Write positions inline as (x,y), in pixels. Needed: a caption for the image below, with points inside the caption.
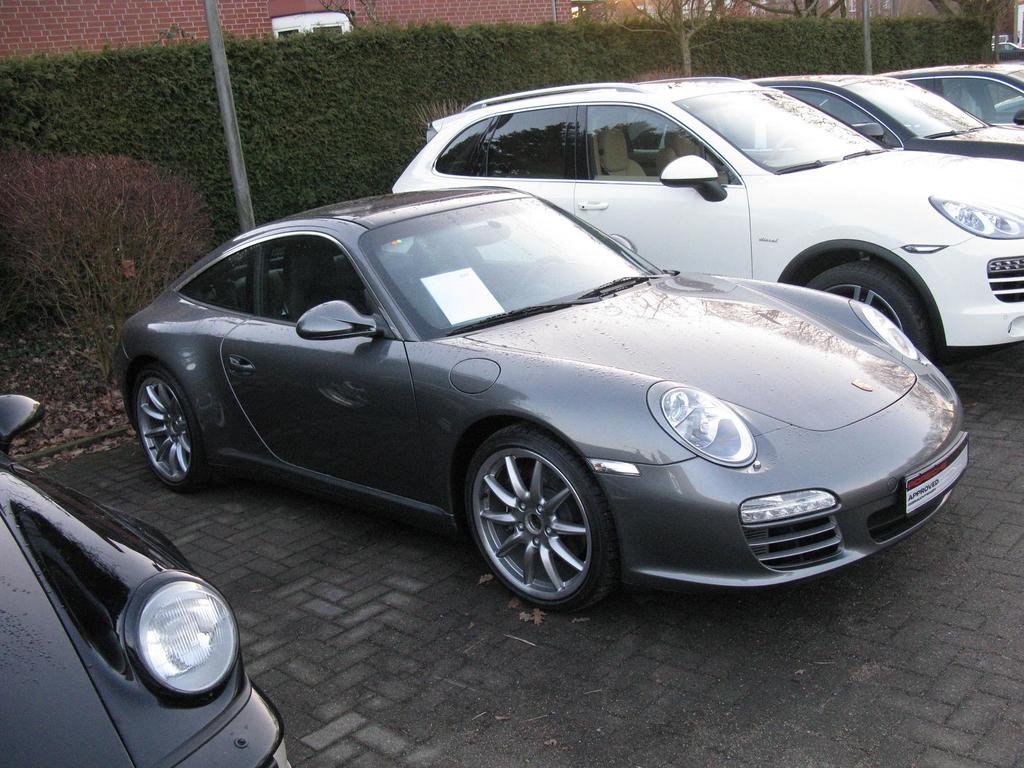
In this image I can see a car (596,375) which is grey in color and another car (763,223) which is white in color on the ground (944,373). I can see few other cars (928,111) on the ground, few trees (390,88) which are green and brown in color, a building (384,21) and few poles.
